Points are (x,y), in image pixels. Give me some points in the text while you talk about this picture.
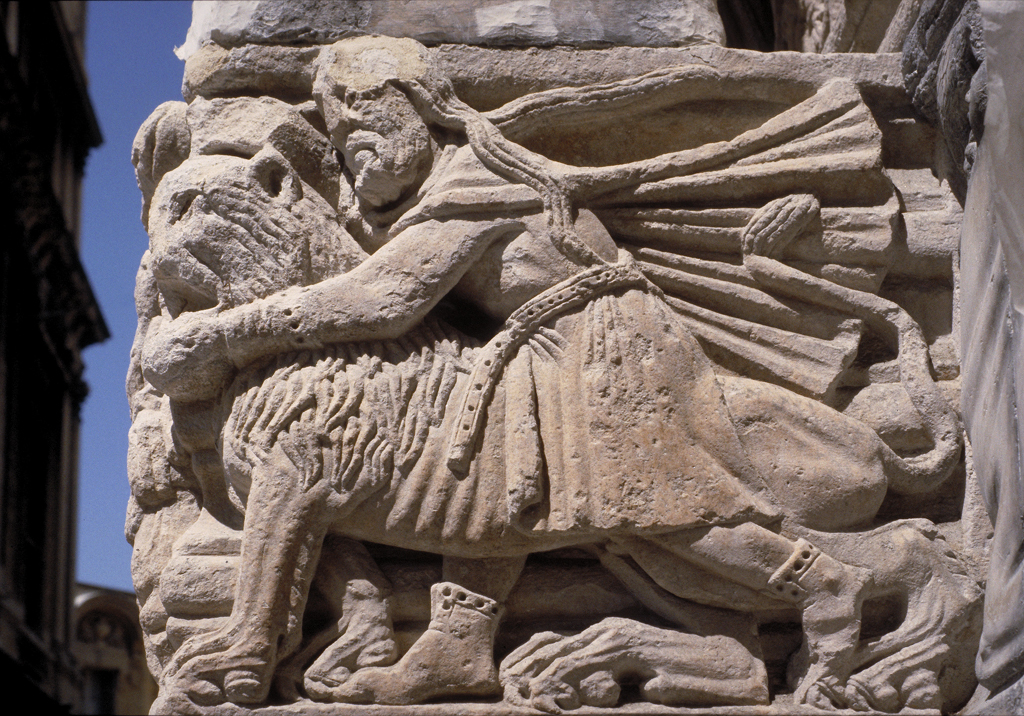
Here in this picture we can see stone (293,157) is carved with an image (802,536) and on the left side (66,438) we can see a building (57,271) present over there.
